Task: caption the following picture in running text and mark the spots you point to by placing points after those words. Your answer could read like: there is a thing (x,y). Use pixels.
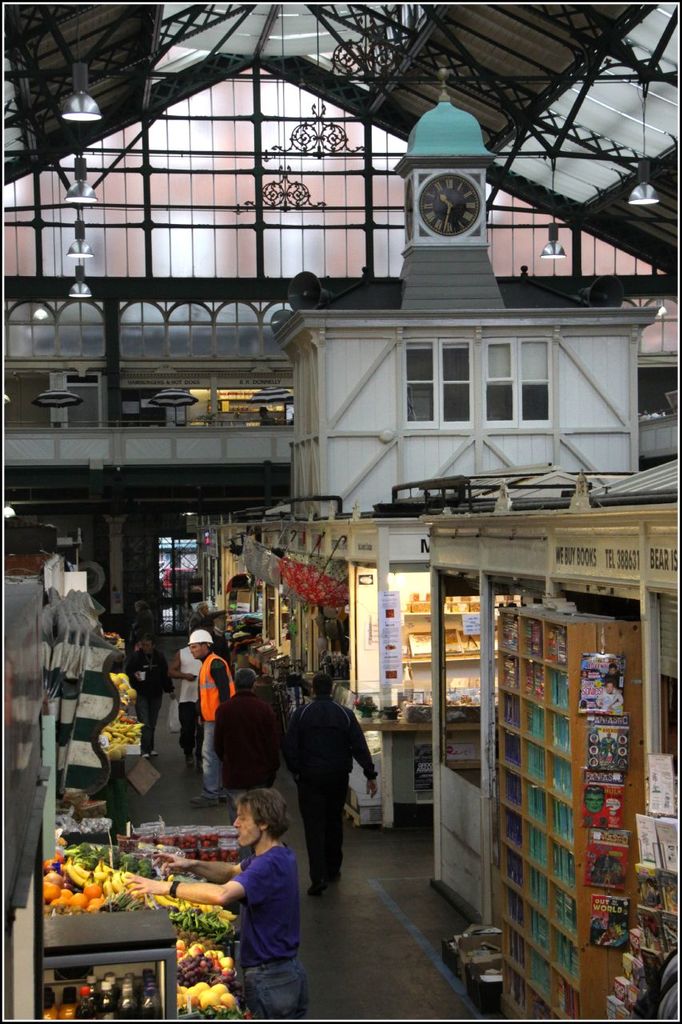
In this picture we can see many people (247,885) walking on the ground (418,983) with shops (234,636) on either side. At the top (480,340) we can see a clock tower (445,293) and window panes (226,230).
